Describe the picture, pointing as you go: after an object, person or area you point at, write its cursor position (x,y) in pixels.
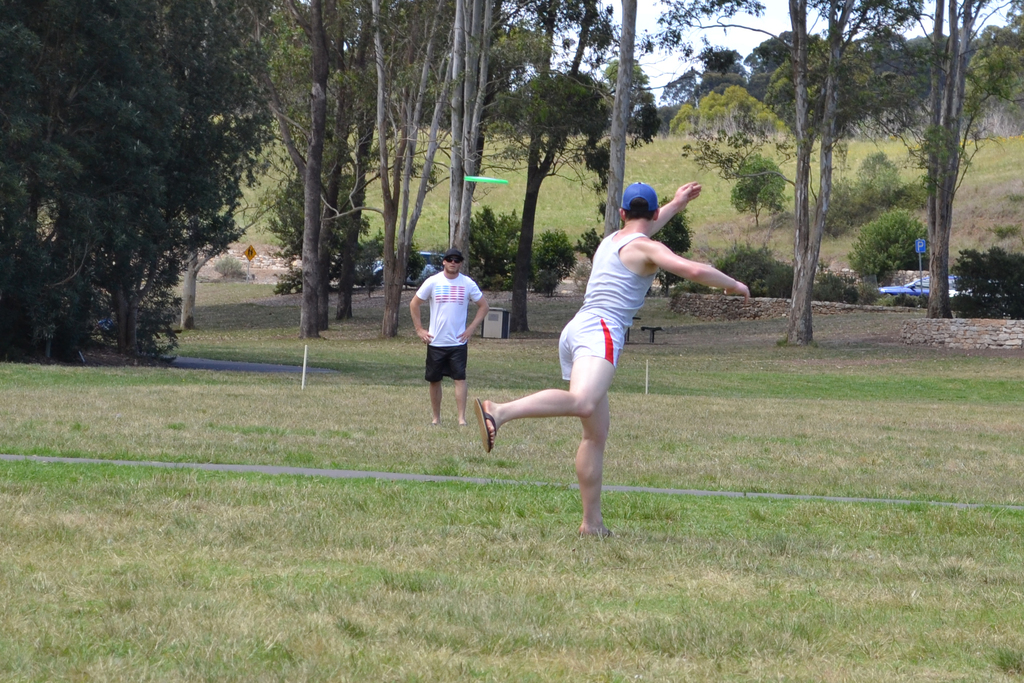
In this image we can see two persons (601,411) wearing caps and standing on the grass (926,516) and we can also see trees (600,142), plants (898,245), grass (392,673) and sky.
